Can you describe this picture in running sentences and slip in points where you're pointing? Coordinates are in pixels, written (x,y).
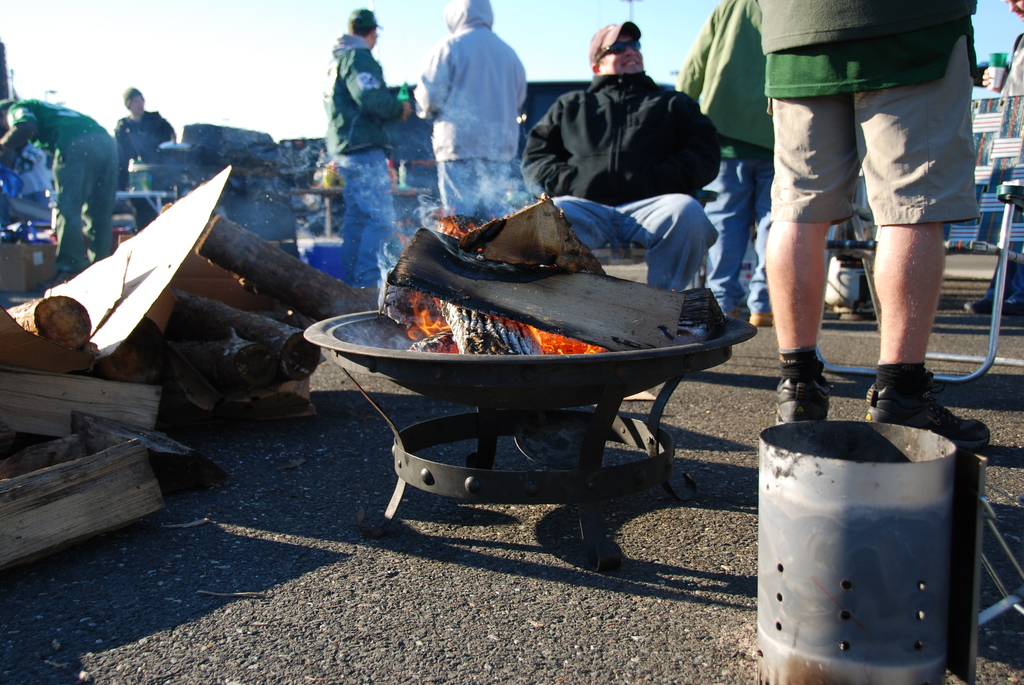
In this image I can see the ground (348,601), few wooden logs (126,415) on the ground (297,601), a bowl (534,406) in which I can see few burning wood (511,277) and few persons (459,138) standing and a person (654,141) sitting. In the background (987,231) I can see a chair (995,188) and the sky (262,63).
